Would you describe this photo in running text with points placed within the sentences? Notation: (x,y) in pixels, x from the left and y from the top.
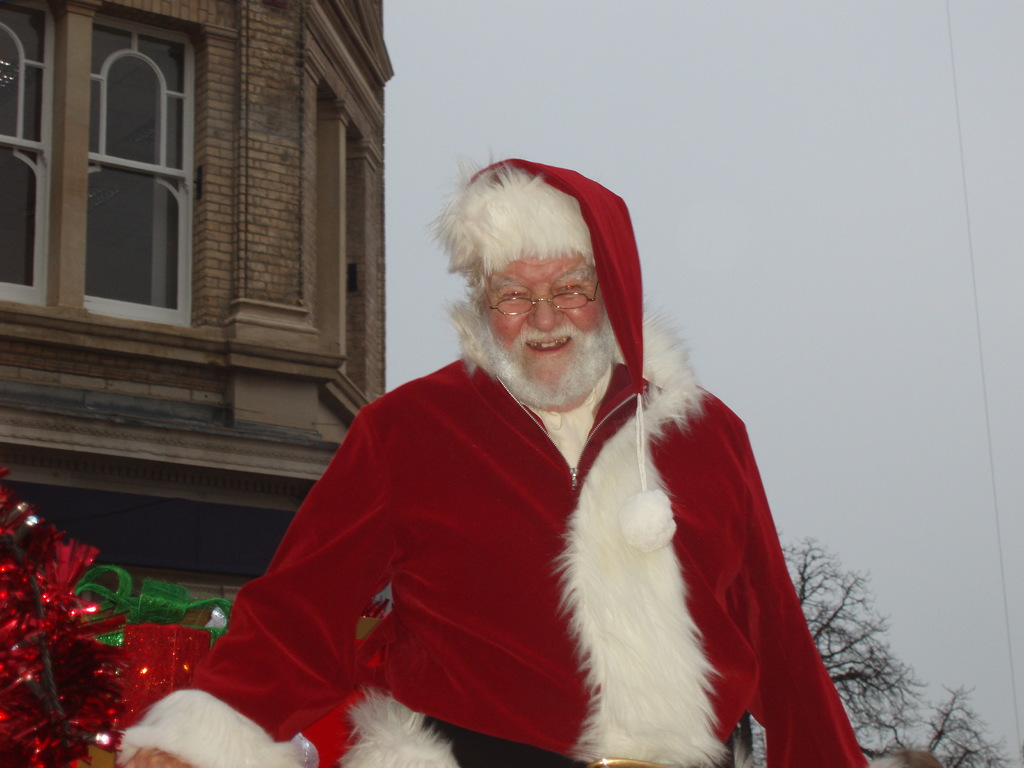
In this image there is a man (645,399) wearing a red colour costume (568,544) and having smile on his face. In the background (444,308) there are dry trees (868,657) and there is a building (336,280) and the sky (758,273) is cloudy. On the left side (134,661) there are gifts (126,675) which are red and green in colour.
